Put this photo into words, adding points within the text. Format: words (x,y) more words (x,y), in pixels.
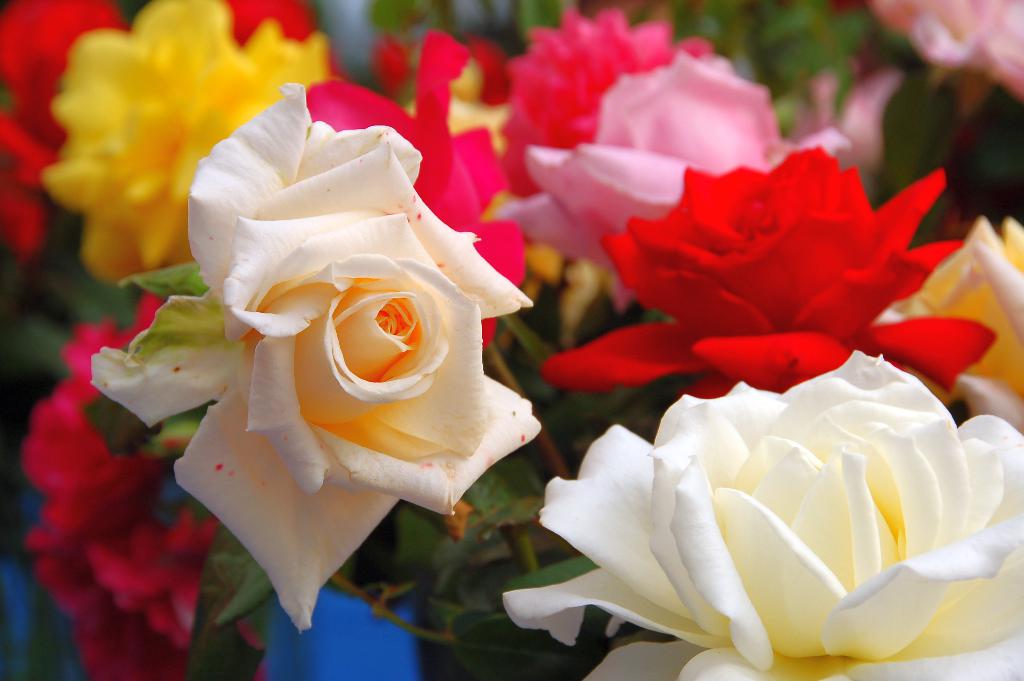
In the picture I can see flowers (497,275). These flowers (478,288) are white, red, pink and yellow in color.
